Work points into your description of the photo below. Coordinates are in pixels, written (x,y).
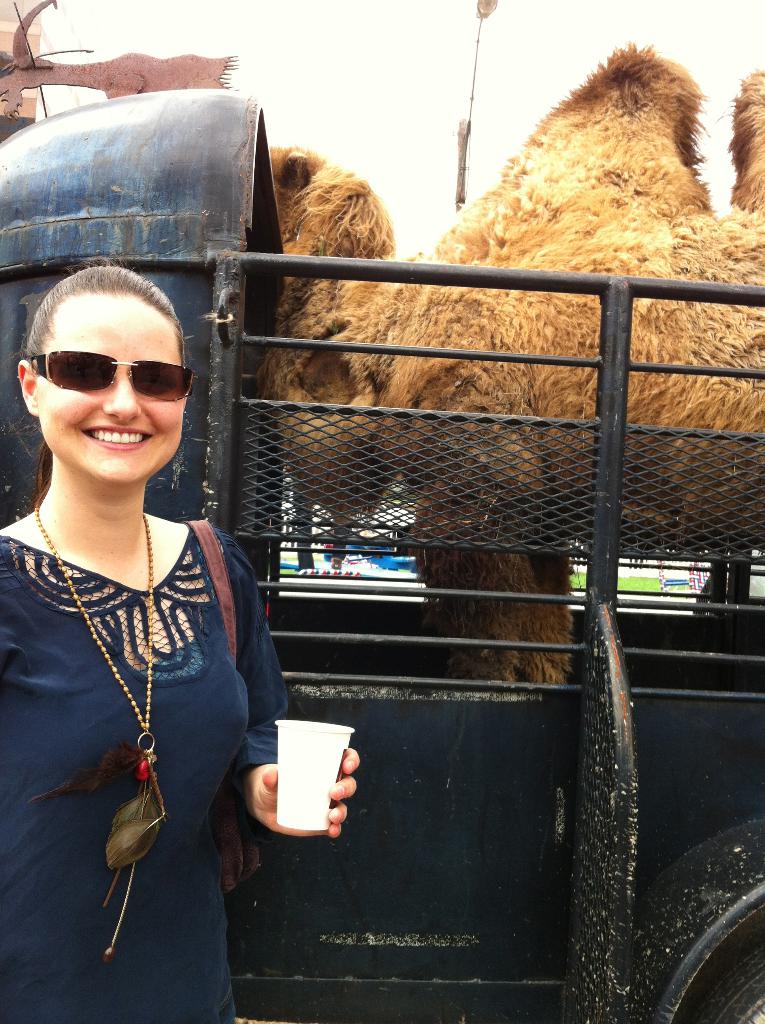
In the picture I can see a woman (274,702) wearing navy blue color dress (189,802), chain (162,795) and glasses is smiling and holding a cup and standing on the left side of the image (126,832). In the background (430,682), I can see an animal (518,341) in the vehicle (512,873) and the sky (488,111).
